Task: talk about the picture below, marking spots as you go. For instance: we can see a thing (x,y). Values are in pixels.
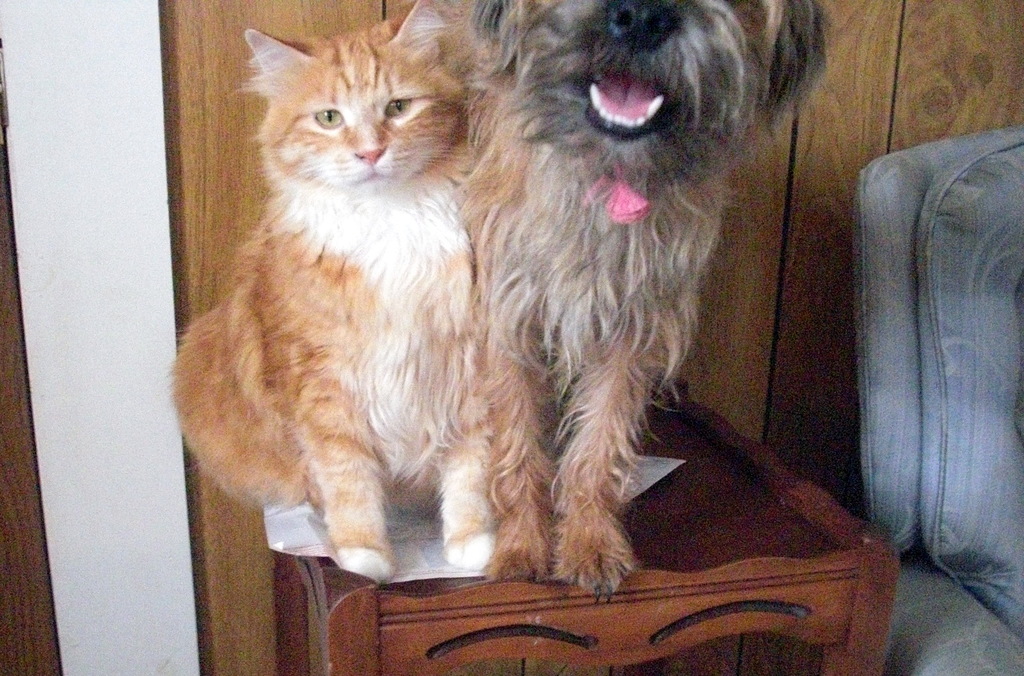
In this image we can see the animals (568,493) on the table (744,580), i. e. cat (364,184) and dog (780,86). And we can see the wooden wall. And on the right (1019,448), we can see one object (925,171).
